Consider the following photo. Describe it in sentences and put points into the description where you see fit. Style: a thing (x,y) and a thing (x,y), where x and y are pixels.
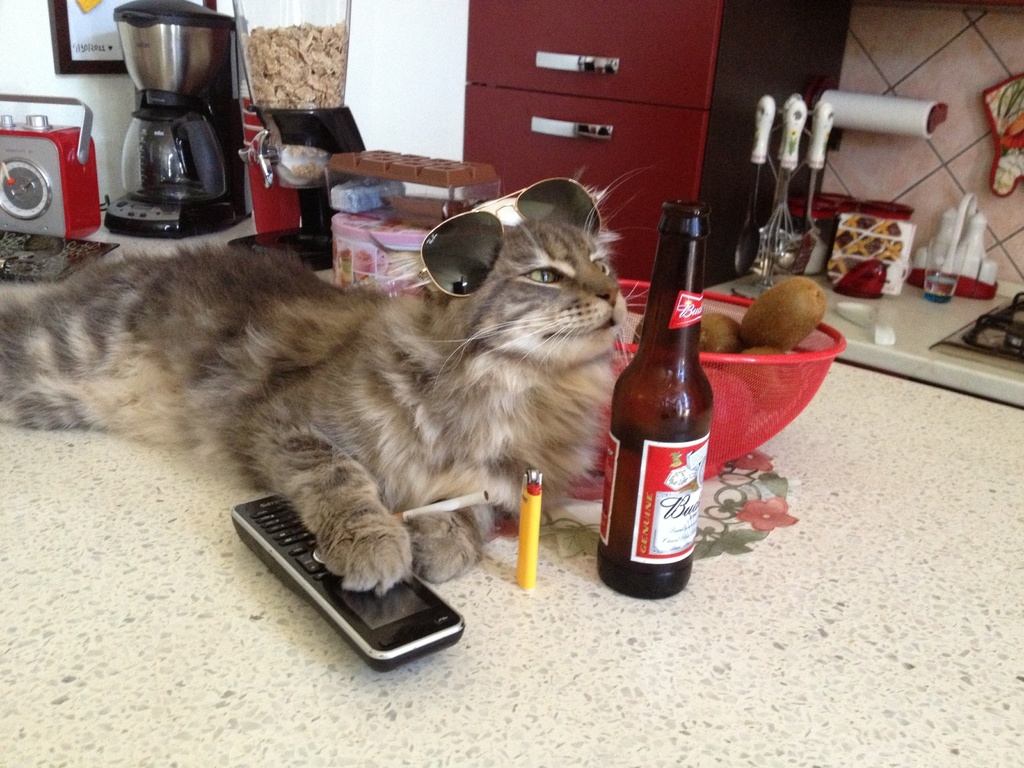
In this image we can see a cat (371,370) which is in brown color is resting on counter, we can see mobile (312,554), cigarette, beer bottle (665,272), glasses (548,199), there are some kiwis (726,346) in a bowl (753,381) and in the background of the image (306,88) there is coffee maker (189,91), cupboards (542,63) and some other objects (878,228).
